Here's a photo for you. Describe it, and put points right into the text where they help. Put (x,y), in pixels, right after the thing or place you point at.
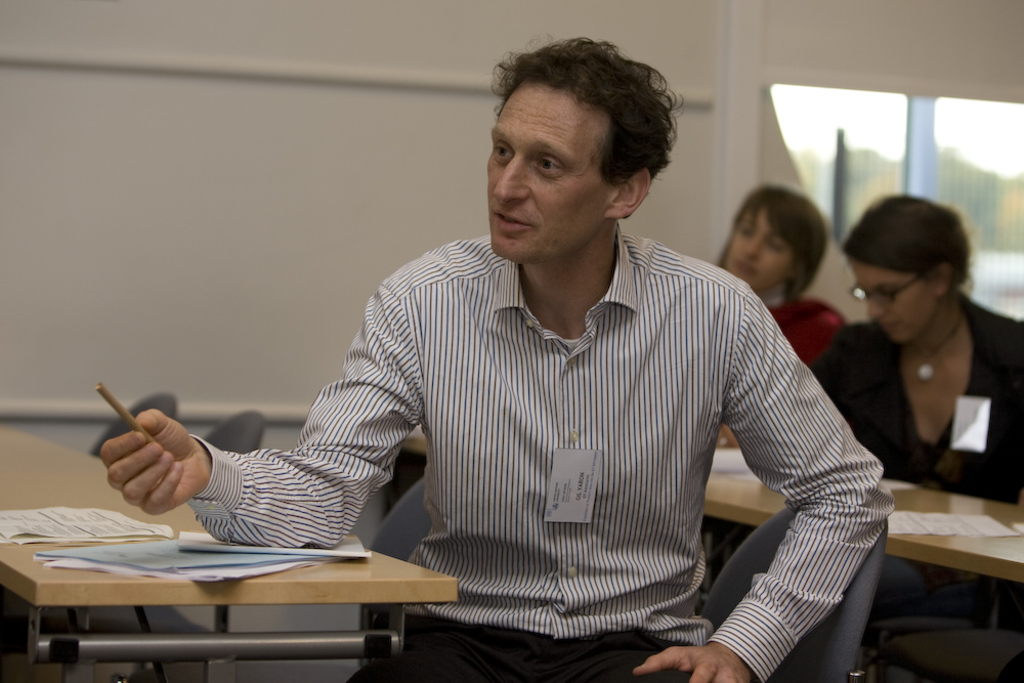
It is a classroom (23,346) there are two tables (345,589) and some papers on the table (347,602), on the first table (310,602) beside it a man (448,498) is sitting and he is talking something, behind him there are two women (872,291) in front of other table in the background (884,159) there is a window (976,161).
